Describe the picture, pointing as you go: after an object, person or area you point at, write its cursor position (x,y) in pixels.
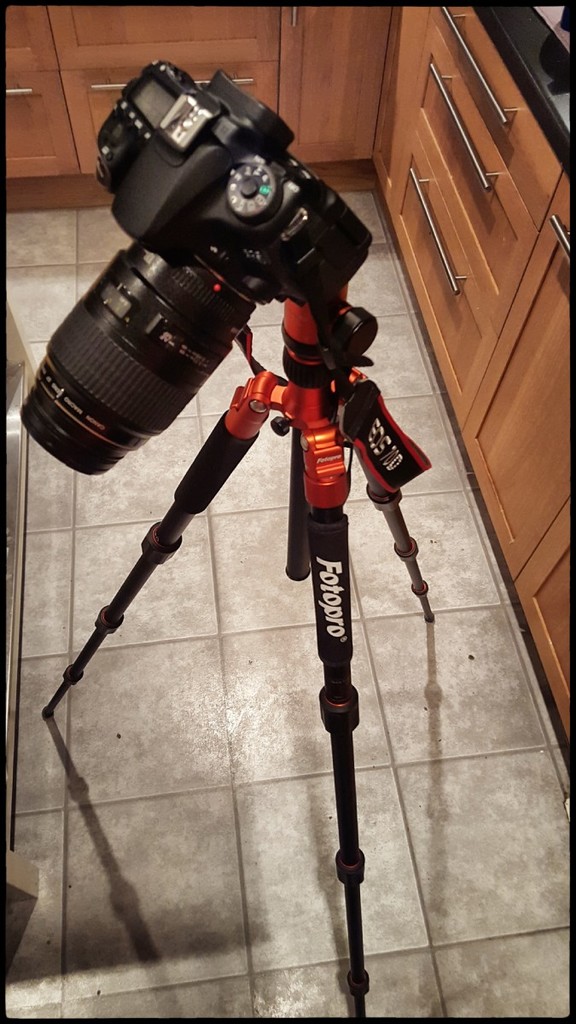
In the image we can see a camera (212,202), this is a stand (354,345), this is a floor (457,796) and cupboards (436,205).
